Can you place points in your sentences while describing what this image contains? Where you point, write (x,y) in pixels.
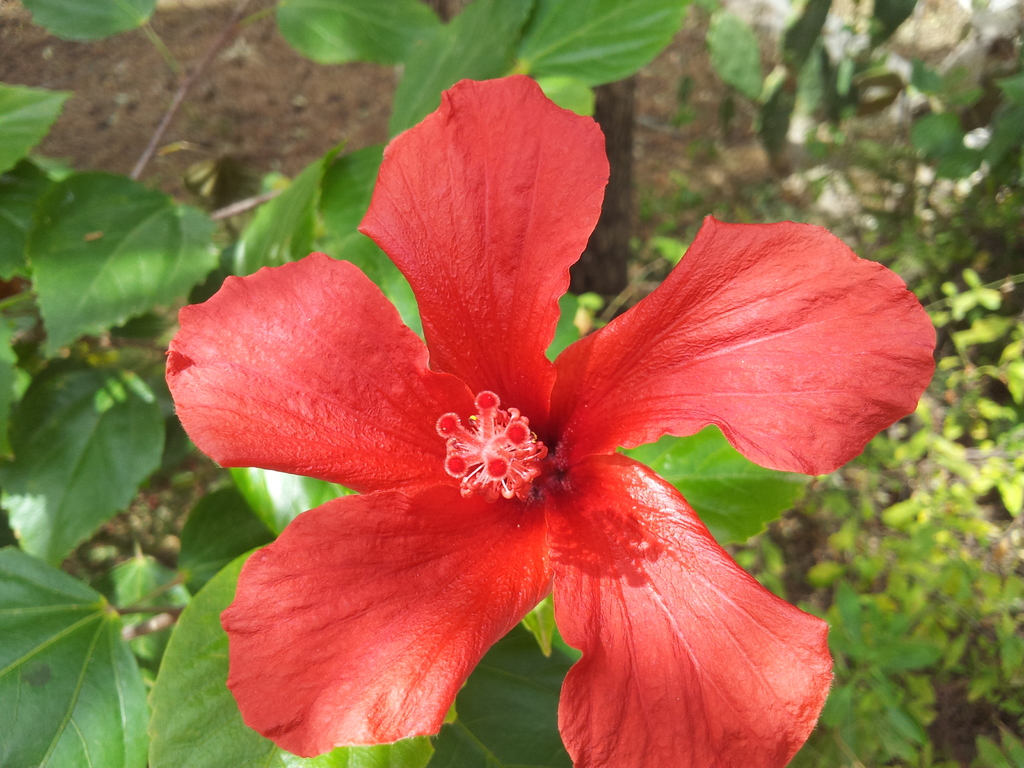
In this image, we can see some plants (201,225). We can see a flower (335,267) on one of the plants (131,384).
